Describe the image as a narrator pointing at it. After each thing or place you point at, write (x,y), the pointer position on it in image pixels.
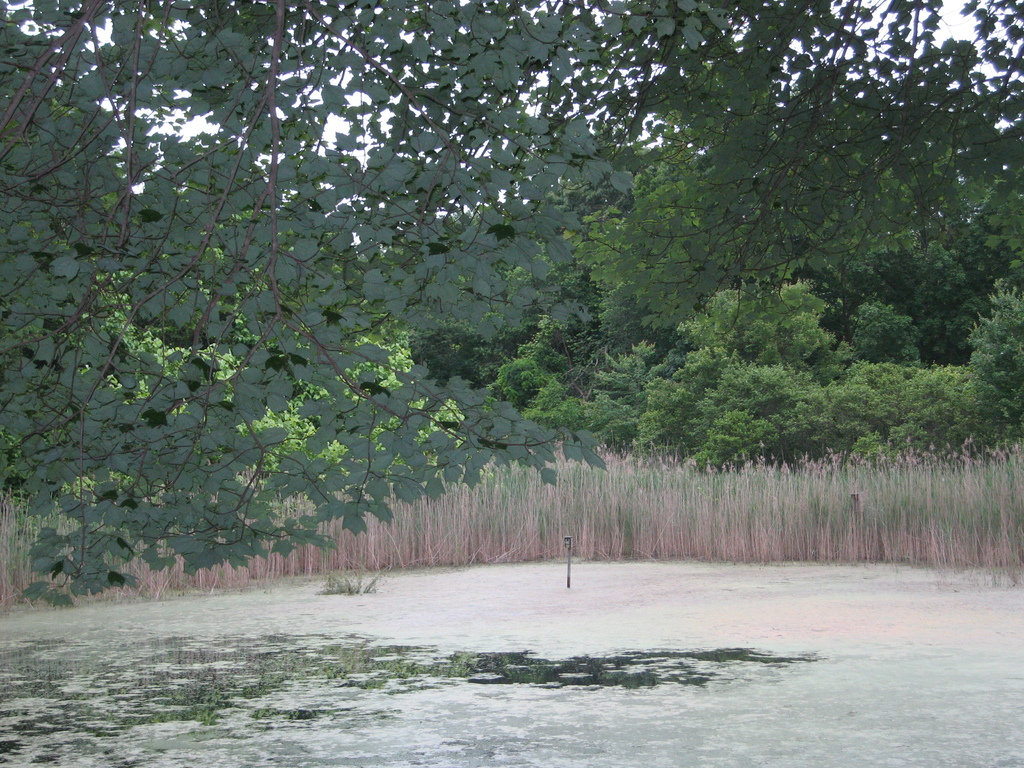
In the image there are branches (577,246) of trees (451,445) and under the branches (156,362) there are plants (605,527) and behind the plants (855,473) there are plenty of trees (771,334).
